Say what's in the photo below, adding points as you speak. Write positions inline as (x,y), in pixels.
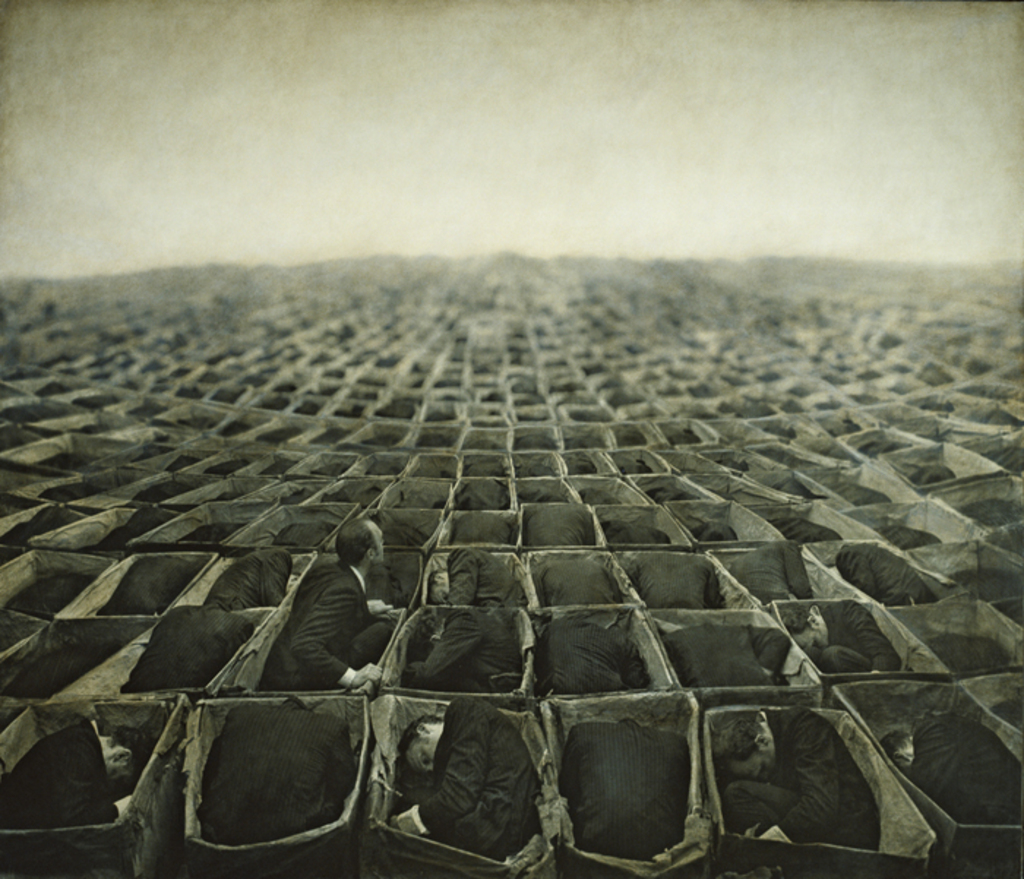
In this image I can see few bodies (786,549) in the box (838,579) and the image is in black and white.
